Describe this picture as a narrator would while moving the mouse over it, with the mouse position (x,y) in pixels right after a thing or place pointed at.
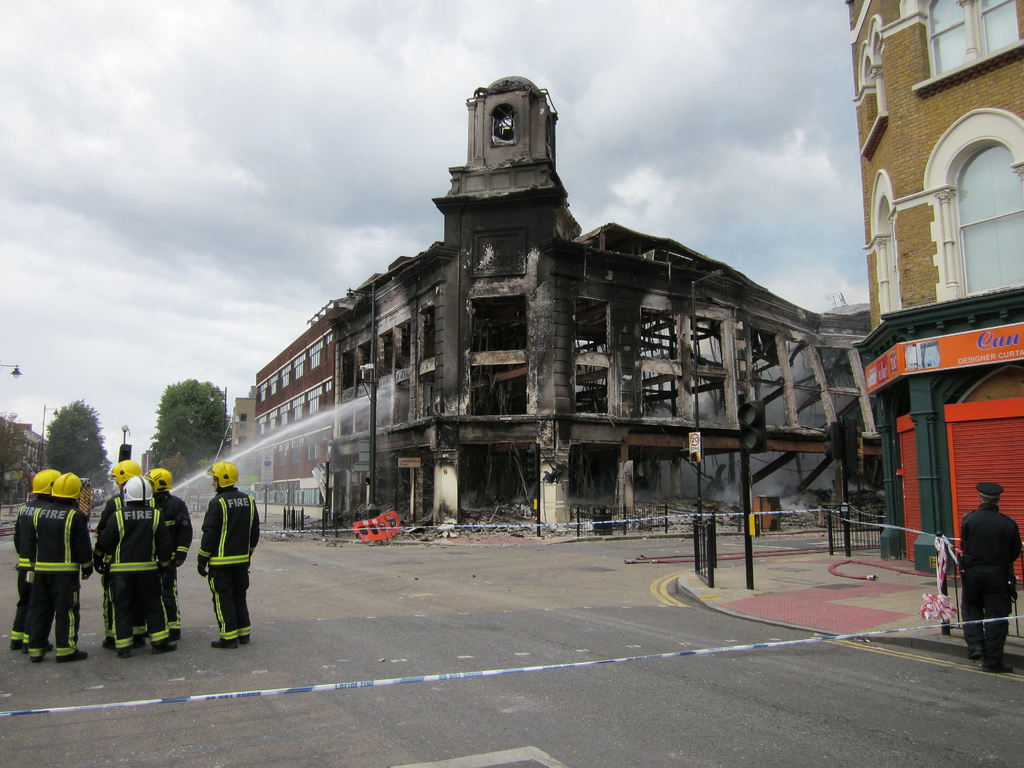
In this image I can see few buildings (668,395), stores (909,486), traffic signal (749,433), fencing (701,565), poles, trees (199,410) and light poles (701,484). I can see few people (183,546) are standing. The sky (67,106) is in white and blue color.
